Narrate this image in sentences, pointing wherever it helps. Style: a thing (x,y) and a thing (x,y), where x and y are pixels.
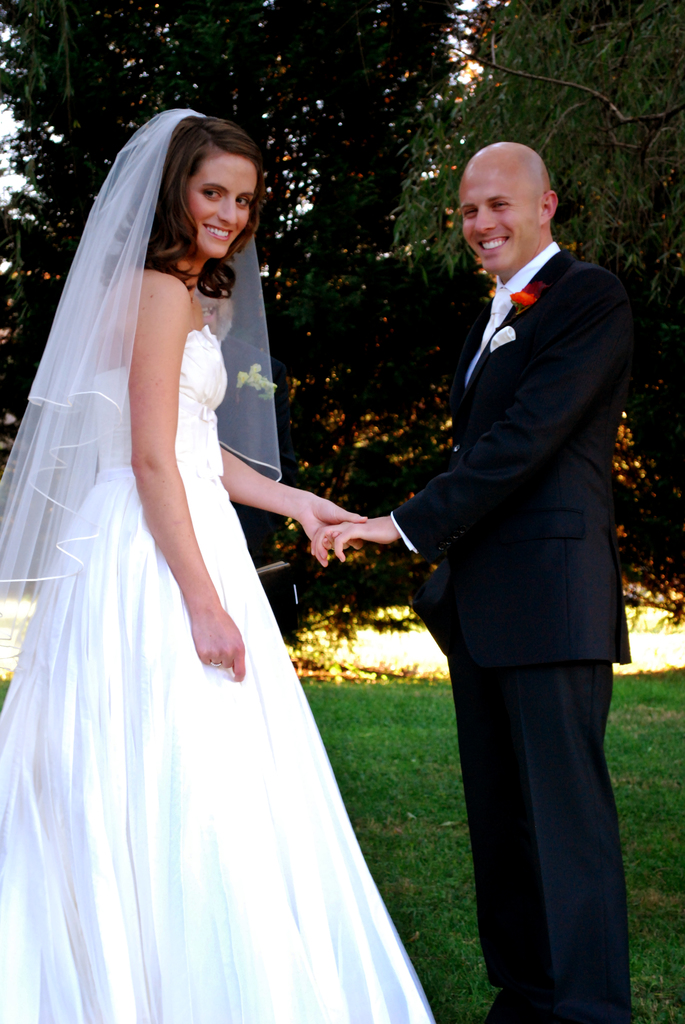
In this picture there is a woman (350,1009) with white dress (235,555) is standing and smiling and she is holding the hand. There is a man (413,545) with black suit (617,833) is standing and smiling. At the back (622,22) there are trees (369,187). At the top (461,12) there is sky (11,150). At the bottom (434,842) there is grass (450,826).
